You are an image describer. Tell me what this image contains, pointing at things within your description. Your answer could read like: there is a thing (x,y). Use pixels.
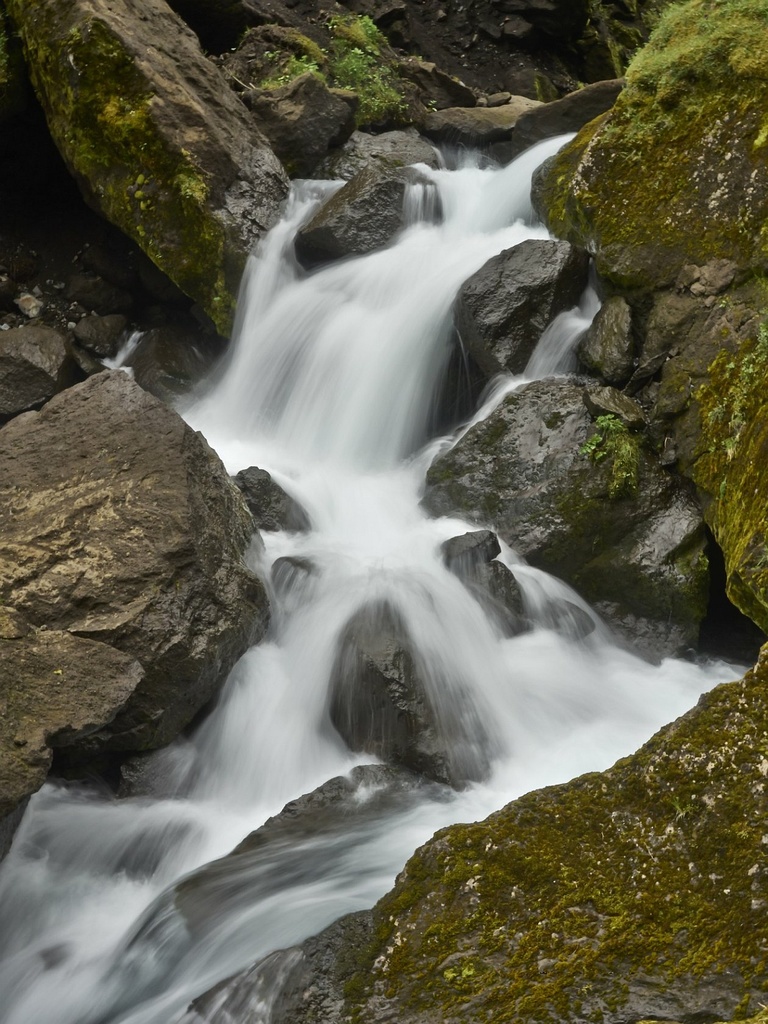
In this image I can see few stones (715,531), water (347,614) and the green color grass (712,48).
